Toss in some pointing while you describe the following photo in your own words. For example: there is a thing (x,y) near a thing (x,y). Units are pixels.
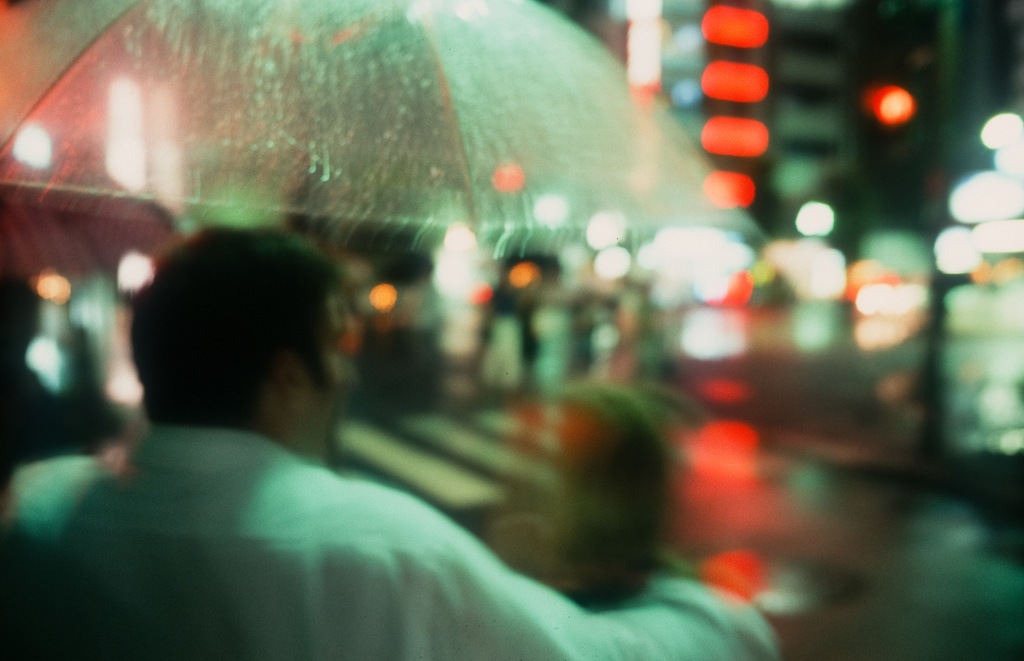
The picture is blurred. In the foreground of the picture (221,471) there is a man (295,423) holding an umbrella (277,176). It is raining. In the background (800,259) there are lights (443,272).
